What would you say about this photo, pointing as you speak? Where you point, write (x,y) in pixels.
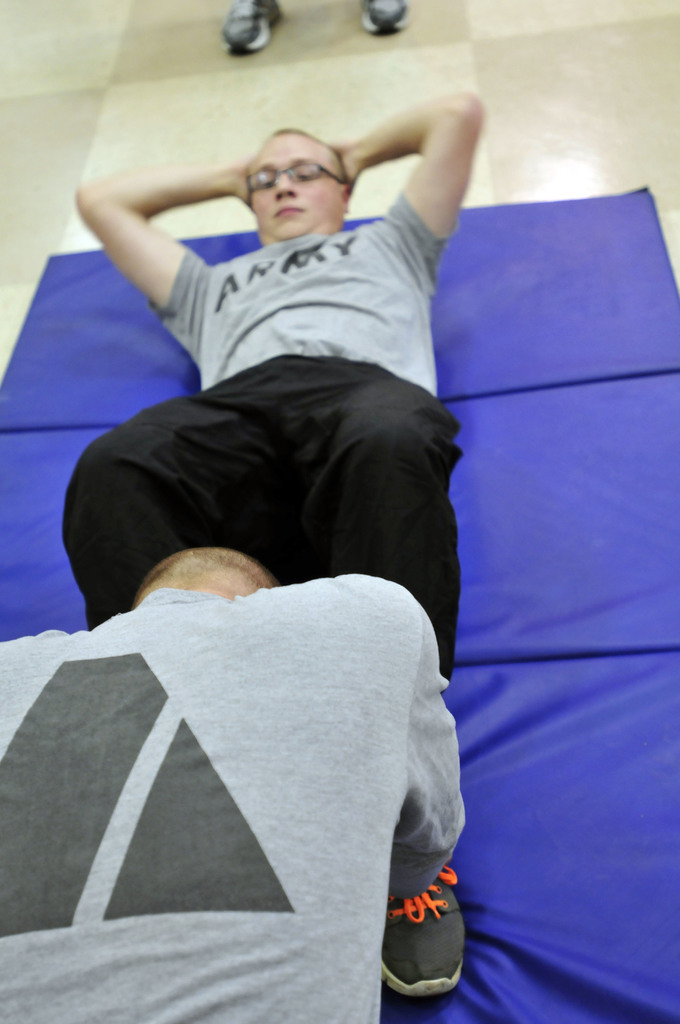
In the center of the image (316,646) we can see two people (343,596) doing exercises. At the bottom (526,743) there is a mat (526,530) placed on the floor (590,132).
